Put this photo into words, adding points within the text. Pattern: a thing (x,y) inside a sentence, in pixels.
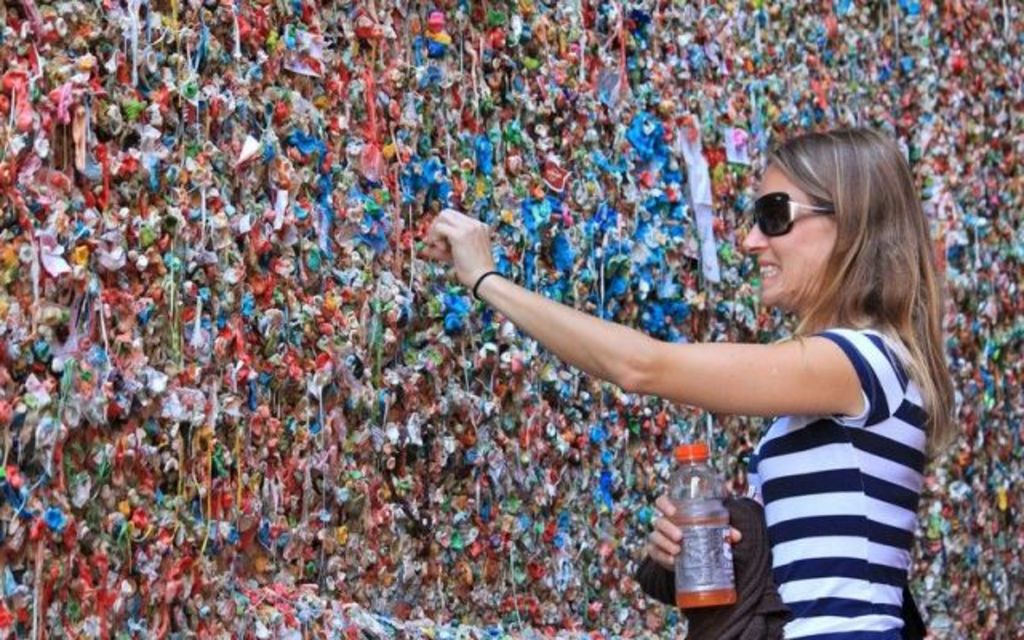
In this image, I can see the woman (786,573) standing and holding a water bottle (703,566). In front of the woman (691,368), I can see colorful chewing gums (403,205) on the wall (349,230).
